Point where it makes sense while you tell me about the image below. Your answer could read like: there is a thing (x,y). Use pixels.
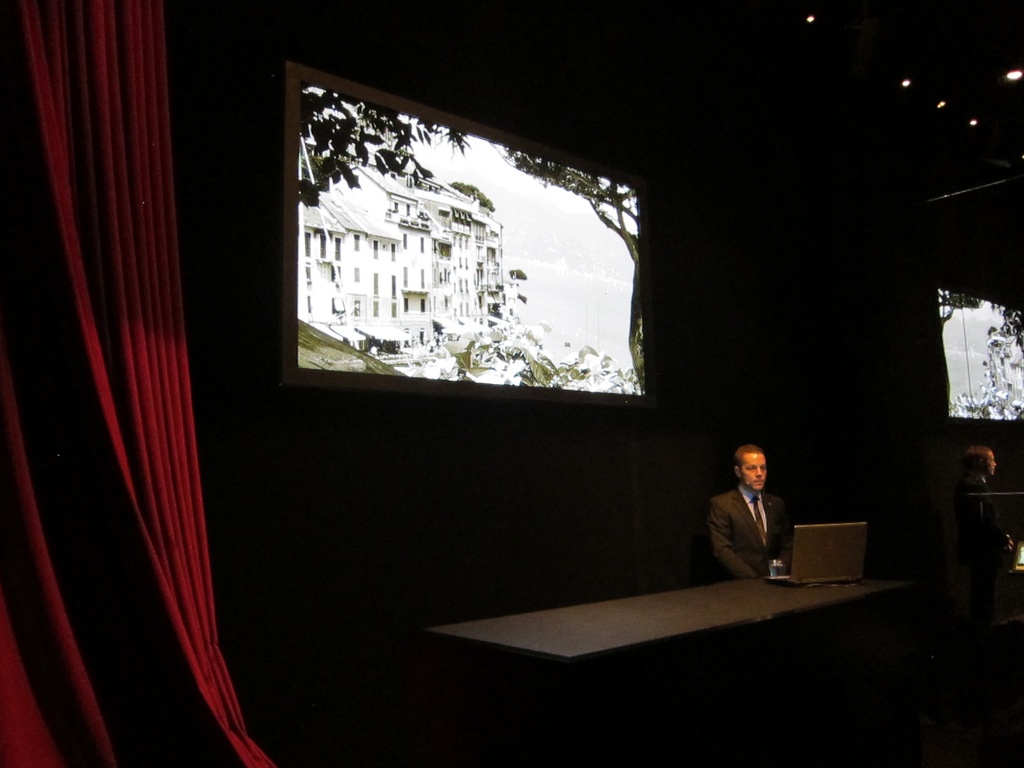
In the picture I can see a person (734,566) is sitting in front of a table (735,596). On the table (650,624) I can see a laptop (796,579). On the left side of the image (83,261) I can see curtains (51,144) which are red in color. In the middle of the image (530,344) I can see screens (622,362). On the screens (487,373) I can see buildings (445,315) and trees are displaying. The image is dark.
